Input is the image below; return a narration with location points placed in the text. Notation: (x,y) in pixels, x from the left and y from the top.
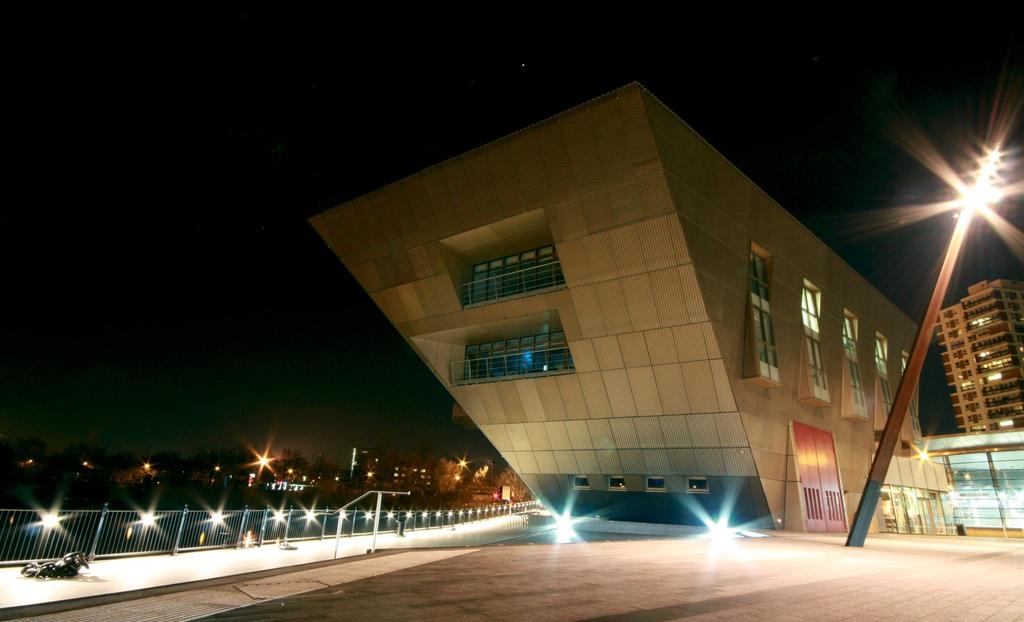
In the picture there is a huge building (671,409) it looks like an organisation behind that there is a tall tower (1023,357) and beside the building (866,462) there is a light (984,214) attached to the pole (881,475) and the image is captured in the night time so, there are a lot of bright lights (471,511) everywhere.
